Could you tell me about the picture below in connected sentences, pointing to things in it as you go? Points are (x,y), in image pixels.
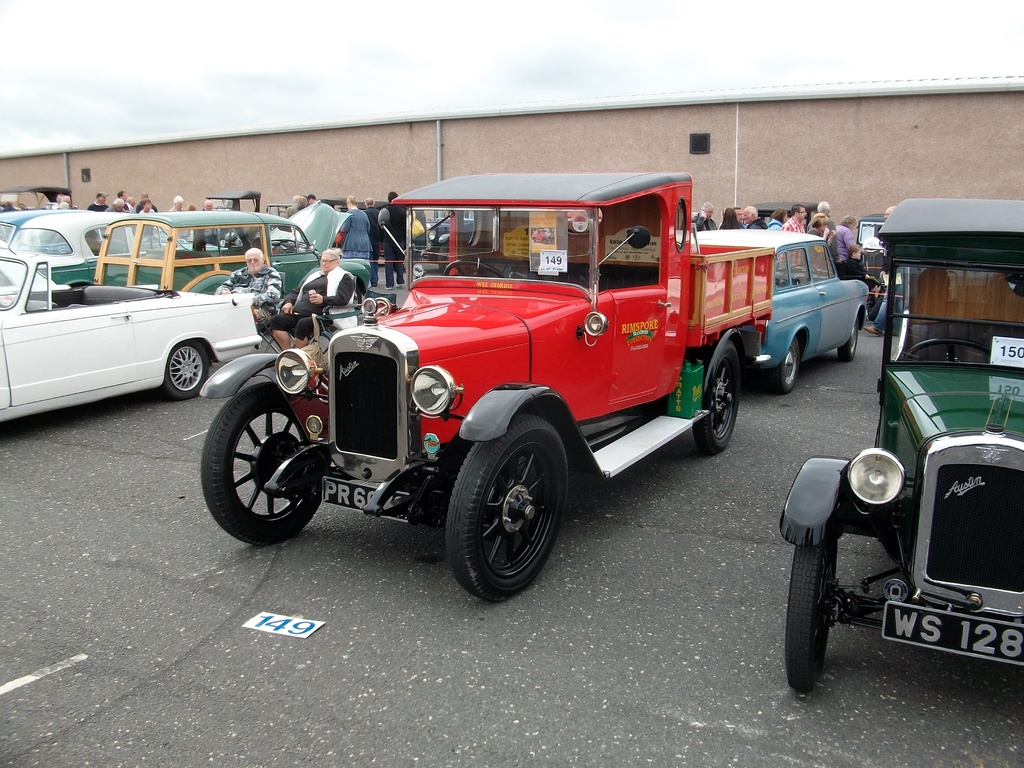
In the image there are many vehicles (348,410) parked on the road (967,746) and around the vehicles (545,277) there are some people (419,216), in the background (208,136) there is a large compound wall (621,162).
